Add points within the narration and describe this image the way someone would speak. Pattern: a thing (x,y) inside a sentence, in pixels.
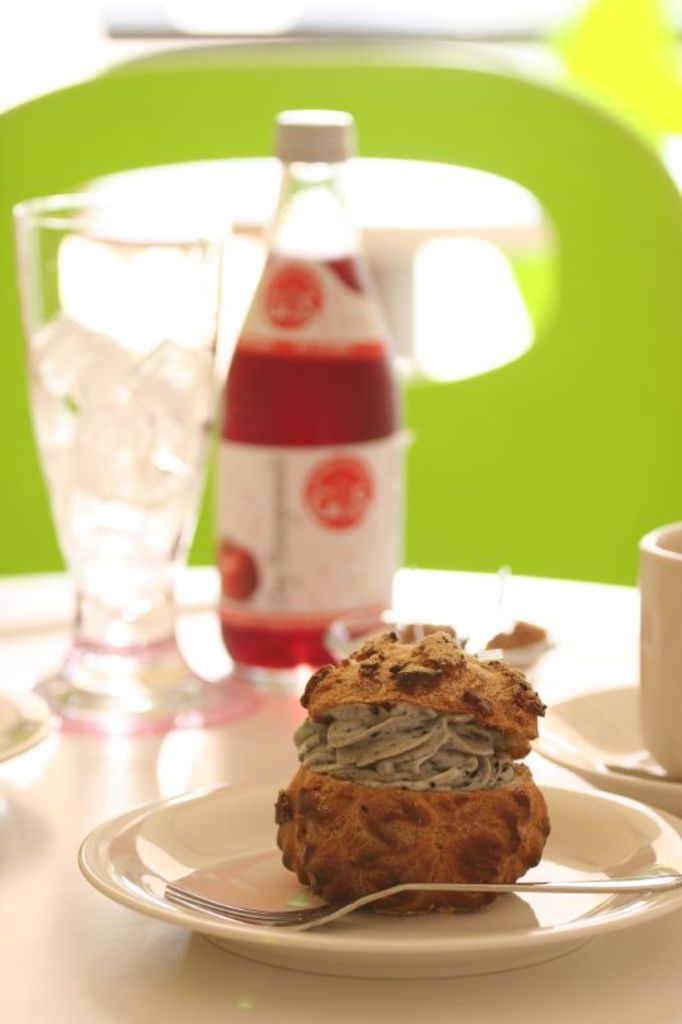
In this image i can see a food item (337,832) which is on a plate (244,871) and there is a fork (556,885), bottle (282,433), glass (196,437), tea cup (666,676).
